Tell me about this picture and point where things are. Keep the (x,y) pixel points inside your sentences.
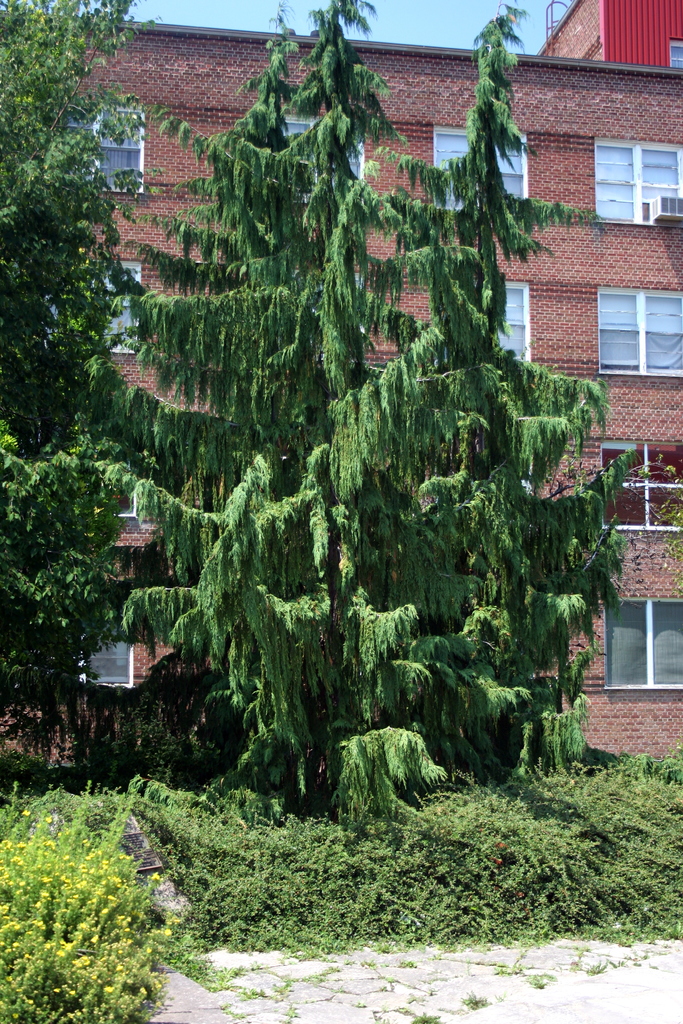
We can see plants (112,884) and trees (266,771). In the background (523,294) we can see building (662,263), windows (620,215) and sky (264,21).
